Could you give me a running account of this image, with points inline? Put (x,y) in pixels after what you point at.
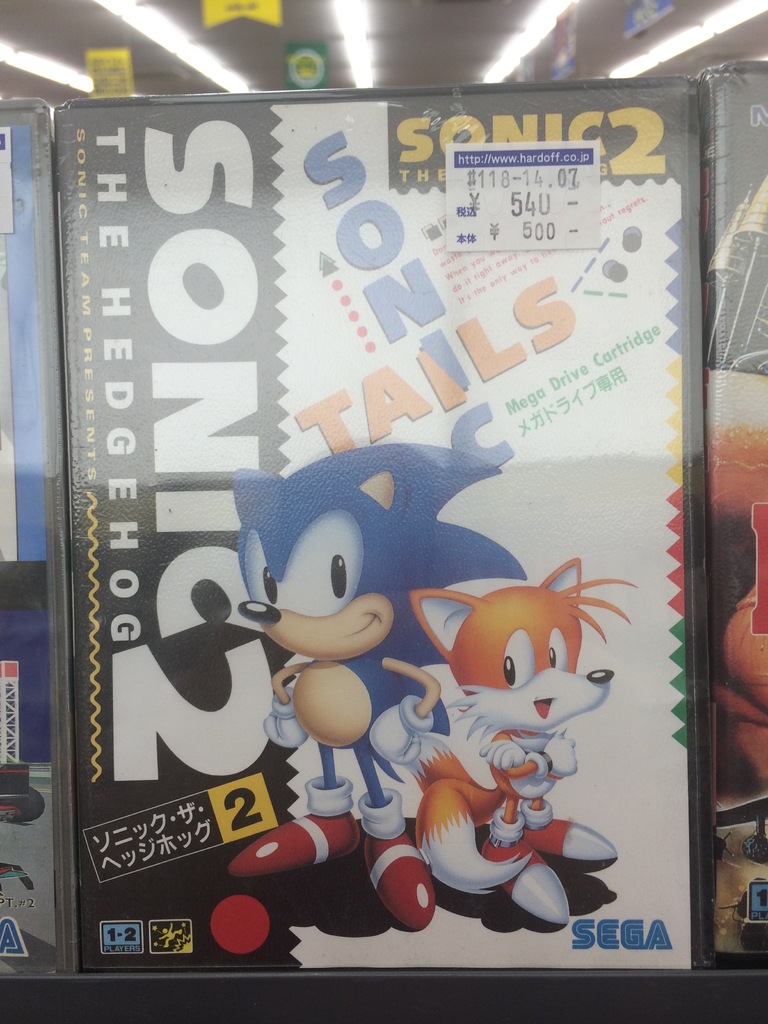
This image consists of a box (408,523). On that there are cartoons (373,487) and something written. There are lights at the top (357,58). This might be clicked in a store (97,975).
